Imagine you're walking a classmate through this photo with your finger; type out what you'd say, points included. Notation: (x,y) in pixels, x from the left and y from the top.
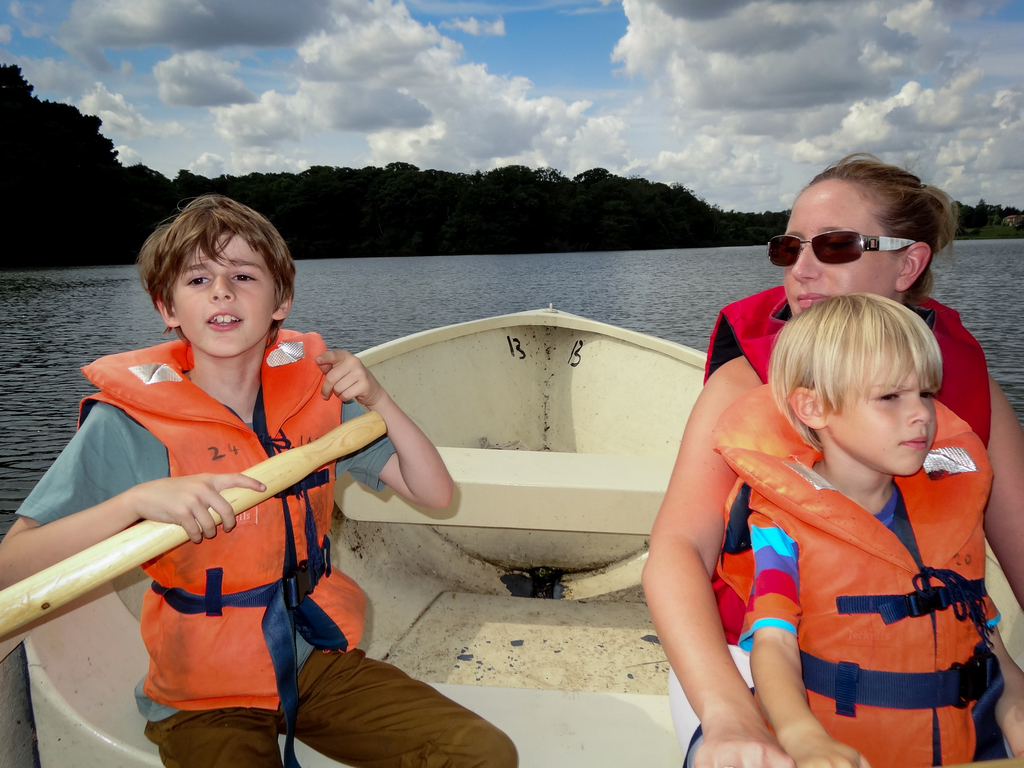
This picture is taken from the outside of the city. In this image, on the right side (847,395), we can see two people (847,376) woman (954,379) and a boy (963,457) sitting on the boat (540,383). On the left side (320,337), we can also see another boy (204,417) sitting on the boat (476,595) and holding a stick (17,609) in his hand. In the background (308,216), we can see some trees (33,157). At the top (482,67), we can see a sky (511,75) which is a bit cloudy, at the bottom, we can see a lake (687,266).
